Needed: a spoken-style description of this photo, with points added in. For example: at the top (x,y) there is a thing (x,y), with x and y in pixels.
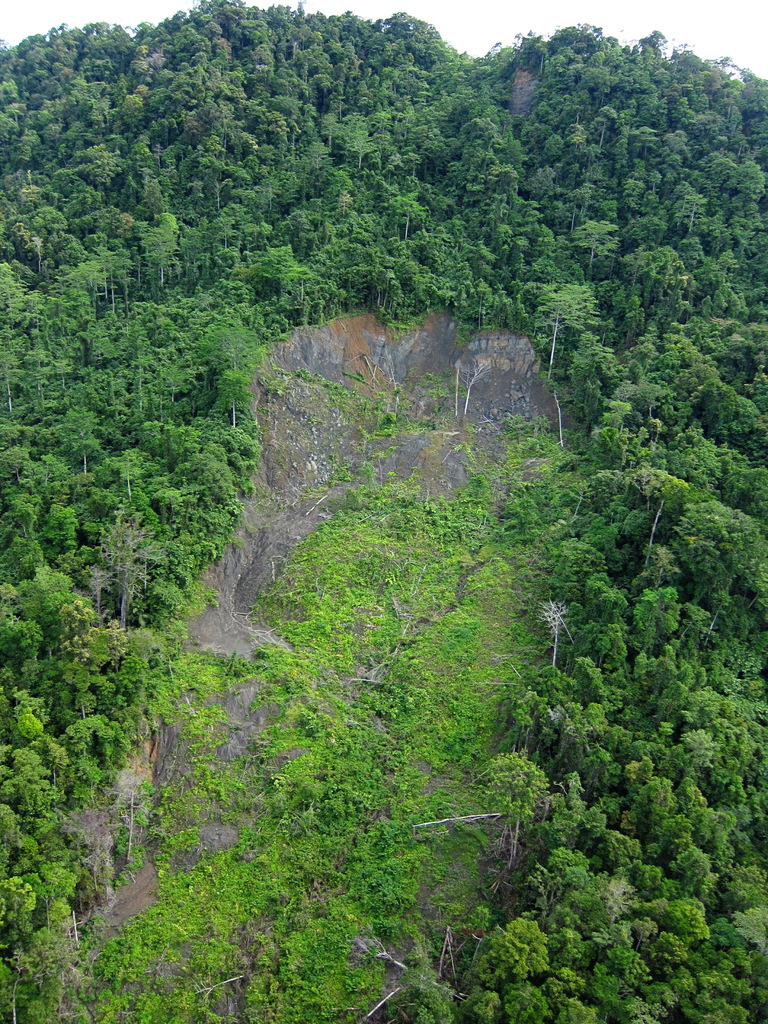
In this image we can see trees (321,20) on the hill (515,81). Here we can see the rock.
